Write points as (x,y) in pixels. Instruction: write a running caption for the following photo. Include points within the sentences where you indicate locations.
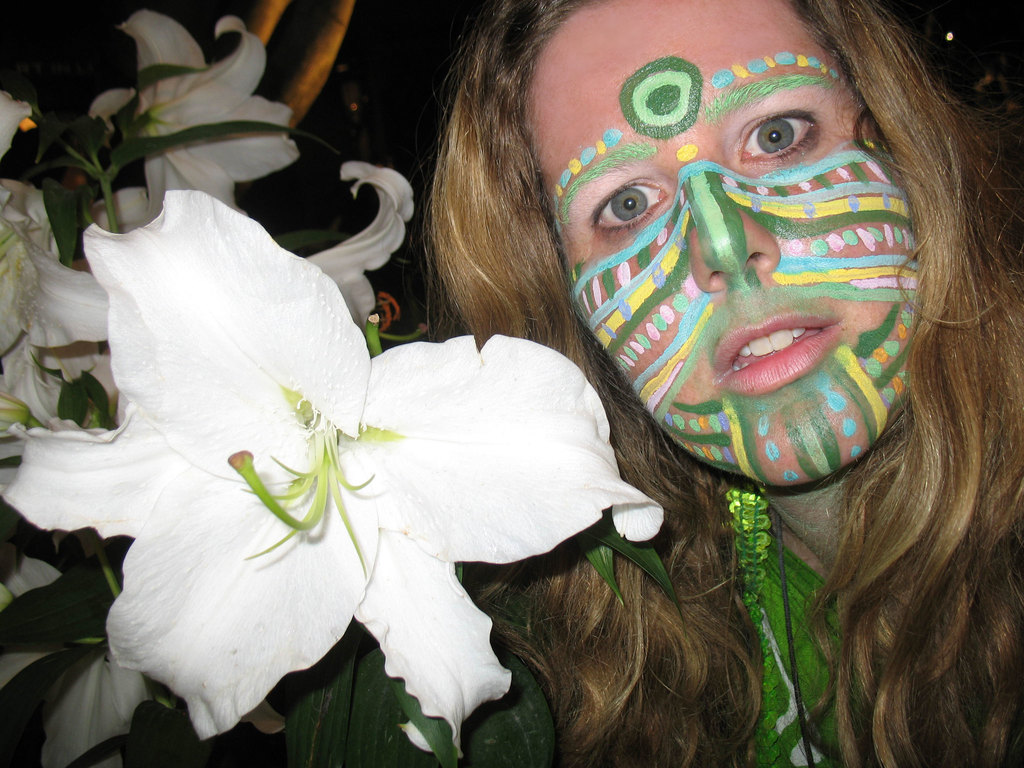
In this image, we can see a person (651,691) and some flowers (140,394). We can also see the background (409,28) and some objects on the top (334,120).
